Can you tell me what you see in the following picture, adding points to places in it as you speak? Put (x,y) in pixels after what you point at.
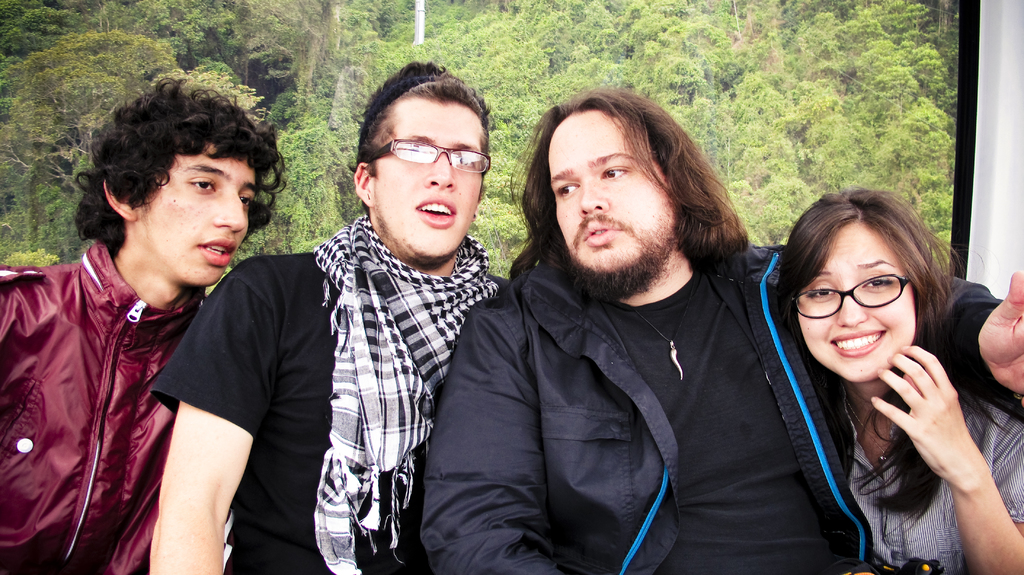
In this image we can see four persons (518,309) and few trees (474,40) in the background (739,94).
